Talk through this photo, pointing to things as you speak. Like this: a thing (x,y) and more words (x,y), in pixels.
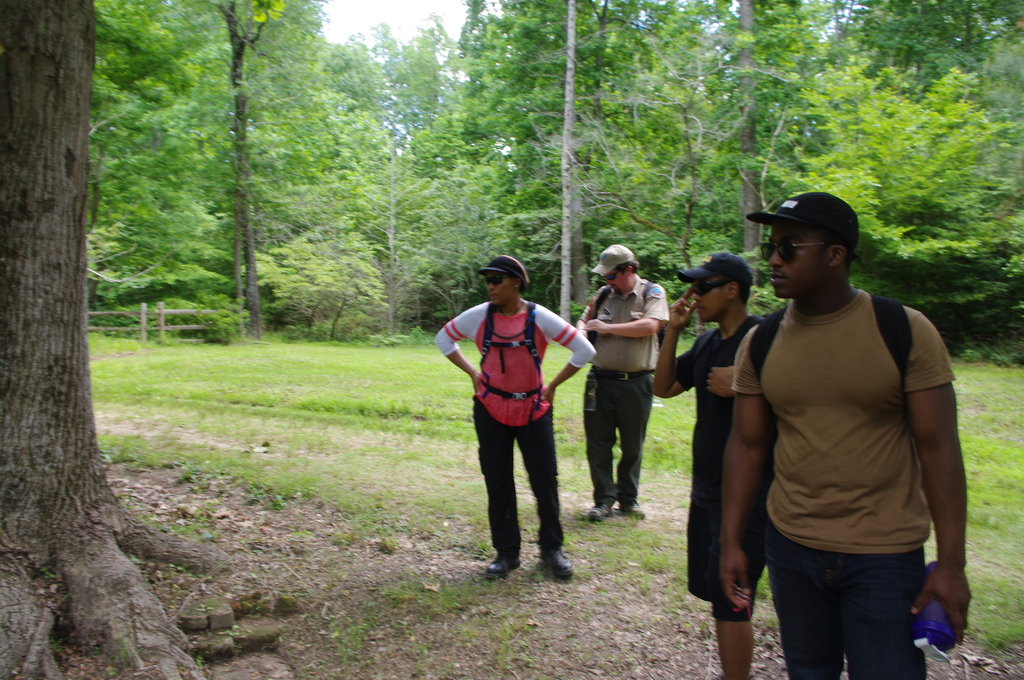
In this image we can see people (627,424) standing on the ground (436,504). In the background (475,246) there are trees (243,159), wooden fence (160,324) and sky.
